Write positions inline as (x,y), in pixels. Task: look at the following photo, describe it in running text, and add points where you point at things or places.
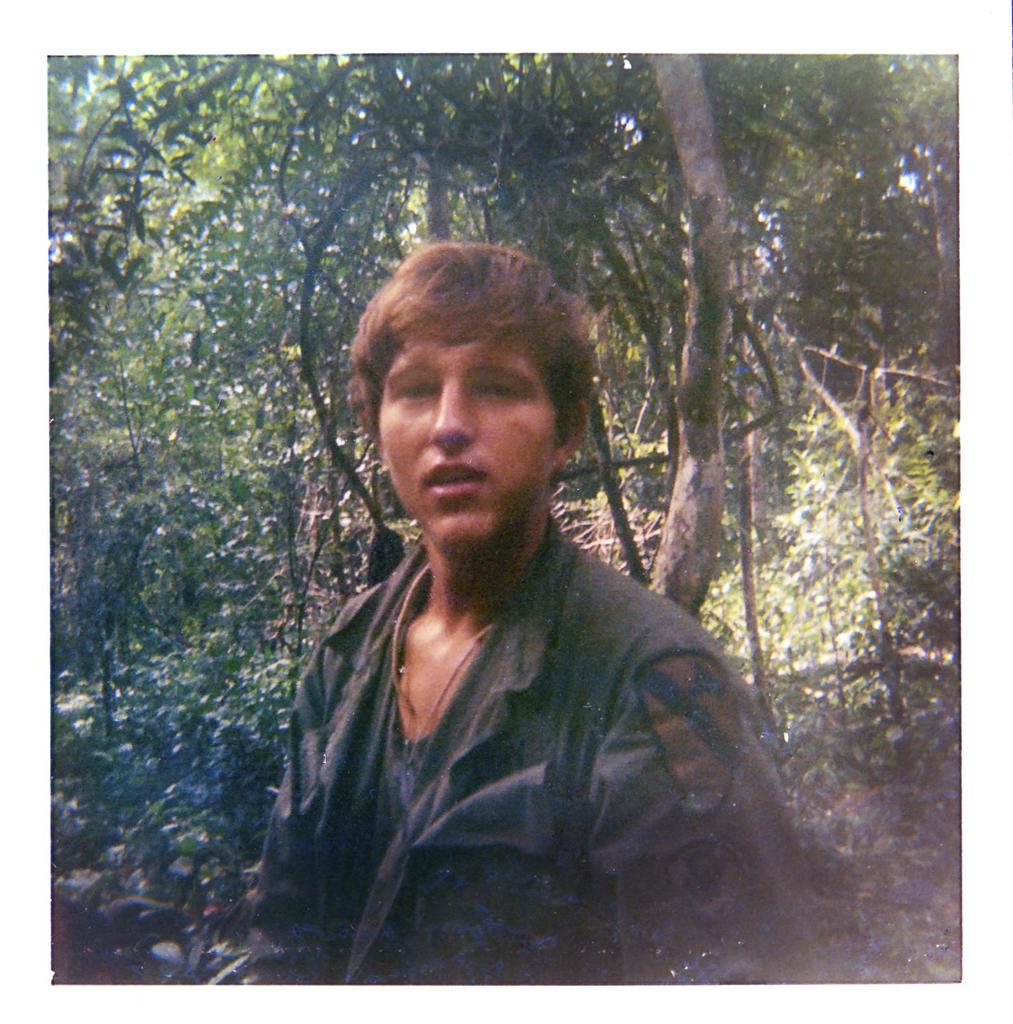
In the center of the image (383,357) there is a person (622,971). In the background of the image (254,317) there are trees (668,145).
